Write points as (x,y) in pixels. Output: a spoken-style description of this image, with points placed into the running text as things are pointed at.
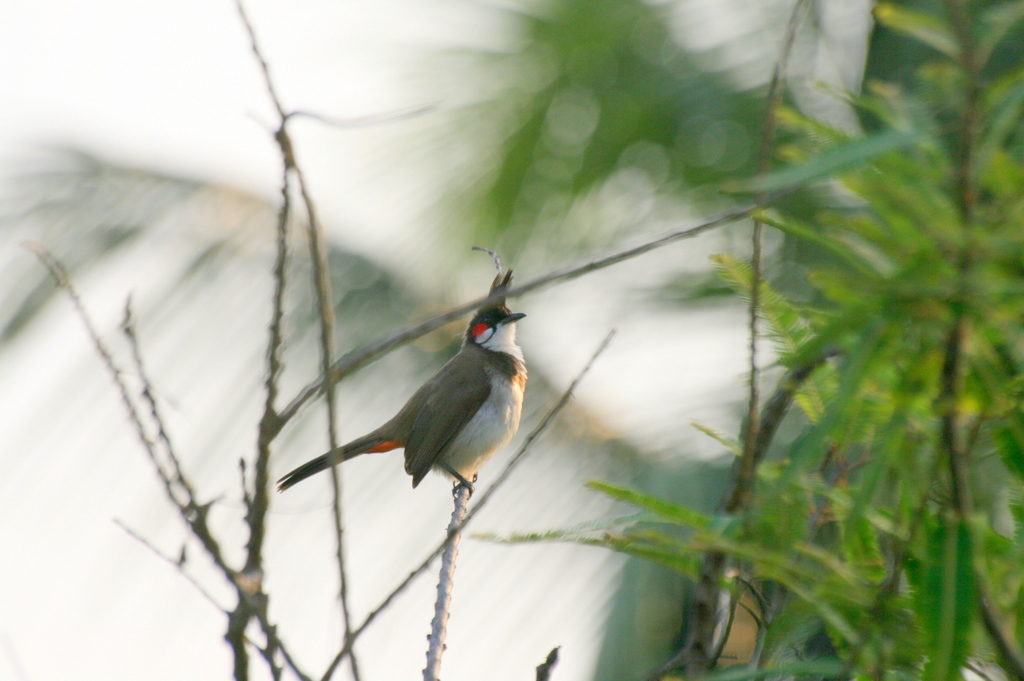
In this picture I can see a bird (474,406) standing on the branch (448,563), and in the background (433,364) there are trees (1022,664).
